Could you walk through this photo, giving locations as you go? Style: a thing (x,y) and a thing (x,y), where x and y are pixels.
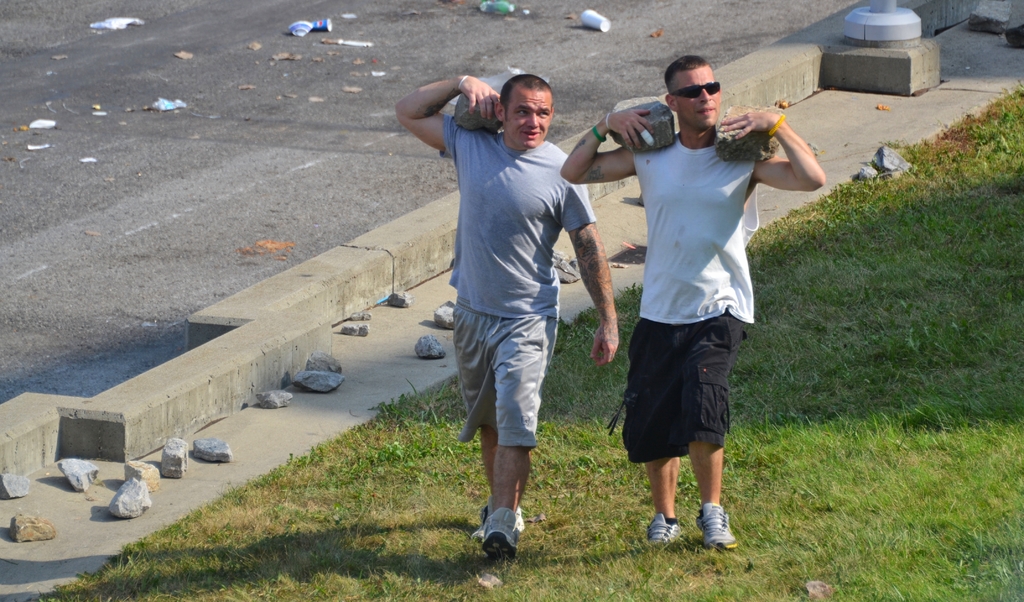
In this image there are two people (586,251) walking by holding rocks (660,144) on their shoulders (485,144), beside them there are stones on the pavement (394,314), beside the stones (353,324) there is a concrete fence (280,350), on the other side of the fence (291,344) there is trash (176,103) on the road (581,88), behind them there is a concrete foundation (881,59) with a pole (876,27) on it.
